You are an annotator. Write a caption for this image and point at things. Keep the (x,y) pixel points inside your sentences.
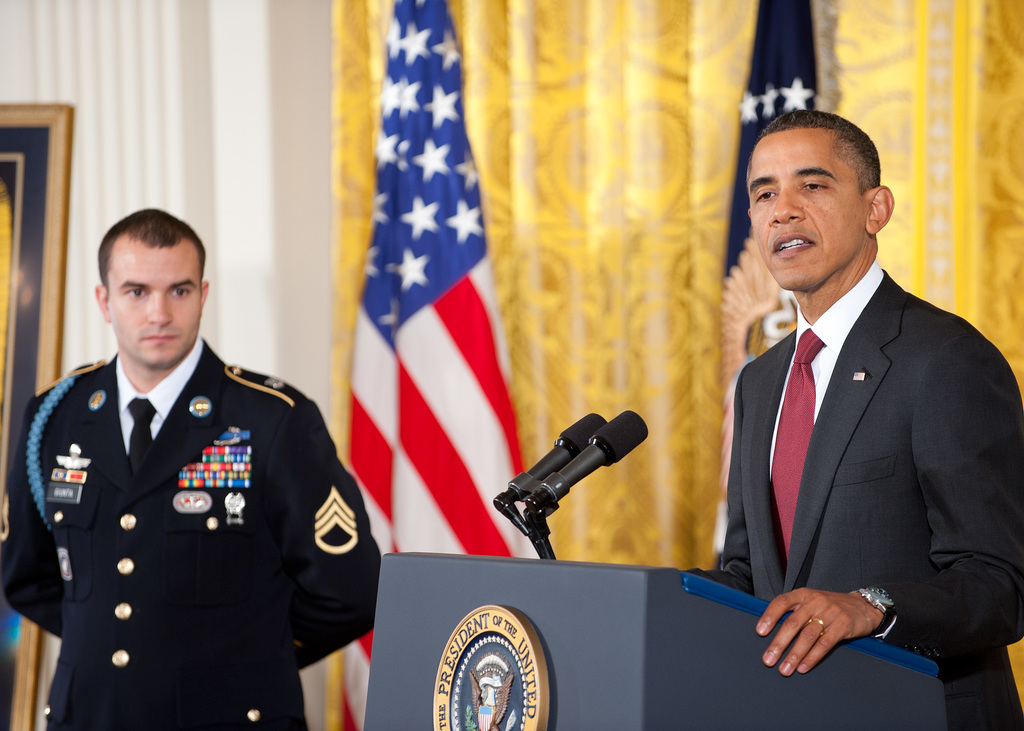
In this picture there is a man (758,415) on the right side of the image (767,373) and there is a mic (555,488) and a desk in front of him and there is another man (154,495) on the left side of the image (138,493), there are flags (401,233) in the background area of the image (393,258).
